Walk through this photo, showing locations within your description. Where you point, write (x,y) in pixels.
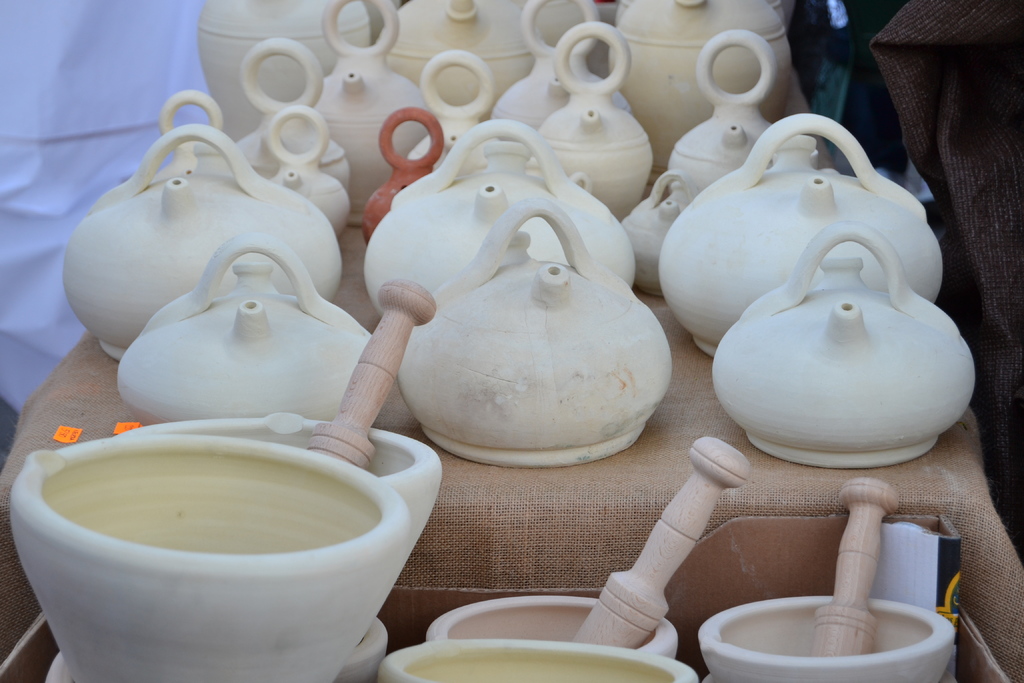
In this image, I can see the kettles (500,321) and mortar pestles (570,623) with wooden sticks (826,639) are placed on a table (624,503). In the background (914,138), I think these are the clothes (170,65).
